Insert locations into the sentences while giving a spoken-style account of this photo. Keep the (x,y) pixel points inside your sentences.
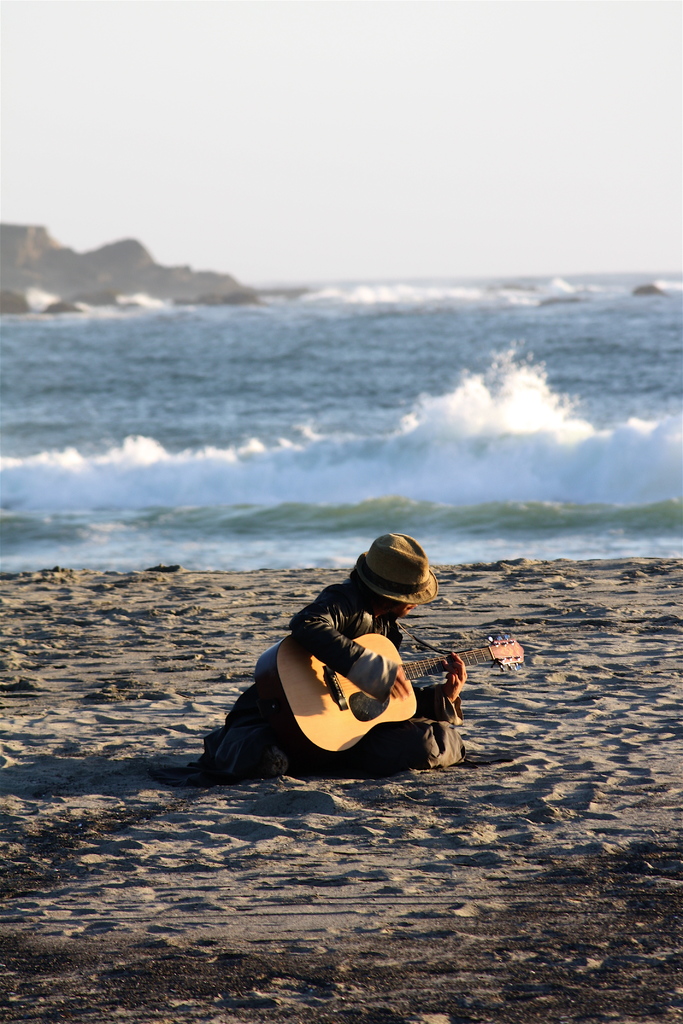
In the given image we can see a person (236,735) sitting and having a guitar (332,680) in their hand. This is a cap (396,558), sand (101,732), water (365,544), rock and a white sky (305,169).
